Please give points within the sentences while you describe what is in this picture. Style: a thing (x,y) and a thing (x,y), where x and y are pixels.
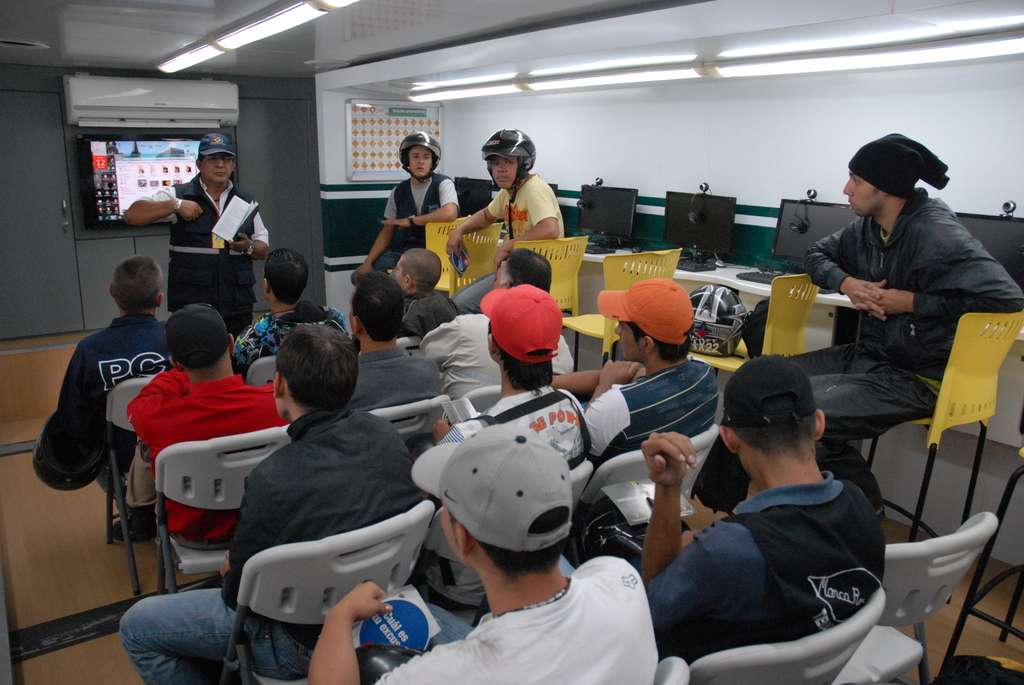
In this image we can see so many men (566,362) are sitting on the chair (356,555). In front of them one man (215,265) is standing. He is holding book (241,218) in his hand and wearing black color dress (202,272). Behind him TV screen (131,172) is there and AC (119,117) is attached to the wall (53,94). Right side of the image (702,199) computers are there and in front of the computer (618,221) people (876,310) are sitting on the yellow color chair (542,249).
